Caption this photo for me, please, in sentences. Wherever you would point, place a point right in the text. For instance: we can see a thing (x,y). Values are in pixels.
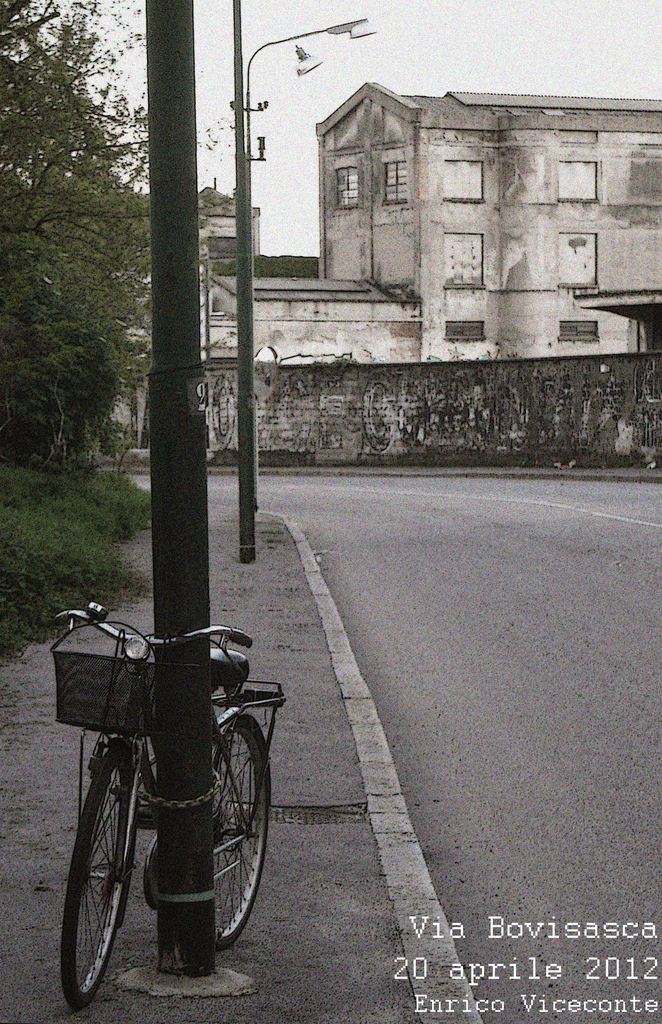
In this picture I can see there is a bicycle (82,680) tied here to the pole (169,182) and there are some buildings (595,321) and trees (91,270). The sky (327,101) is clear.
